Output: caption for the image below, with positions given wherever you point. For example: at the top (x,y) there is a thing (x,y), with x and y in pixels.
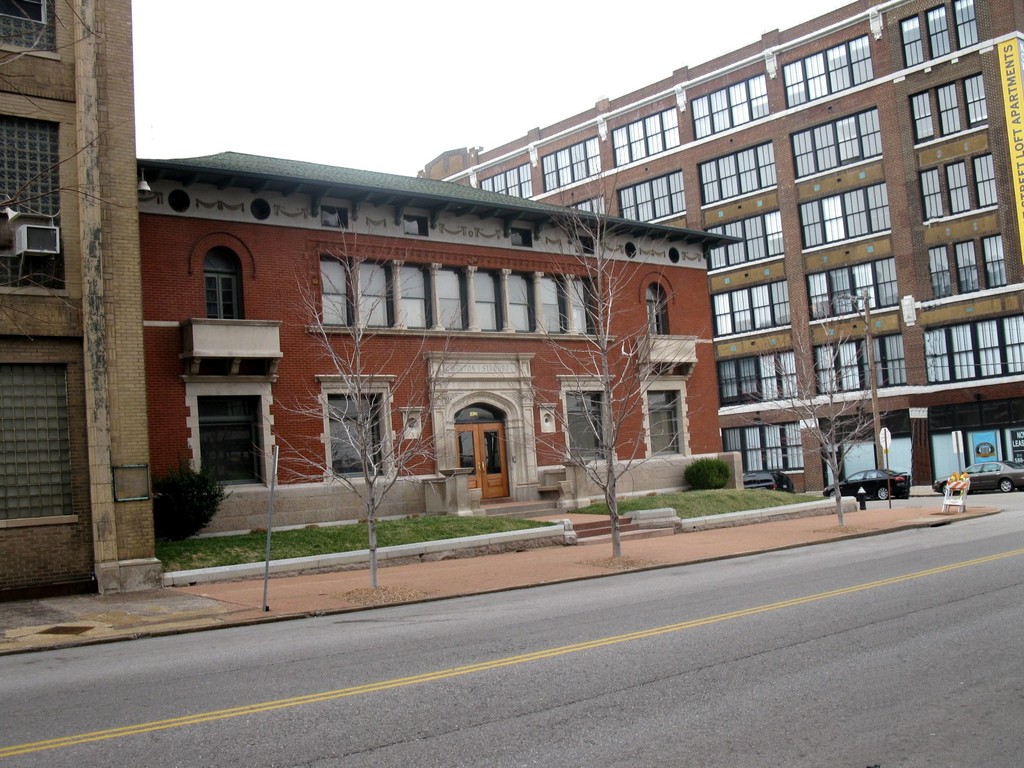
In this image I can see the road (595,694). On the right side (908,487), I can see the vehicles (882,476). In the background (600,420), I can see the buildings (513,347).
